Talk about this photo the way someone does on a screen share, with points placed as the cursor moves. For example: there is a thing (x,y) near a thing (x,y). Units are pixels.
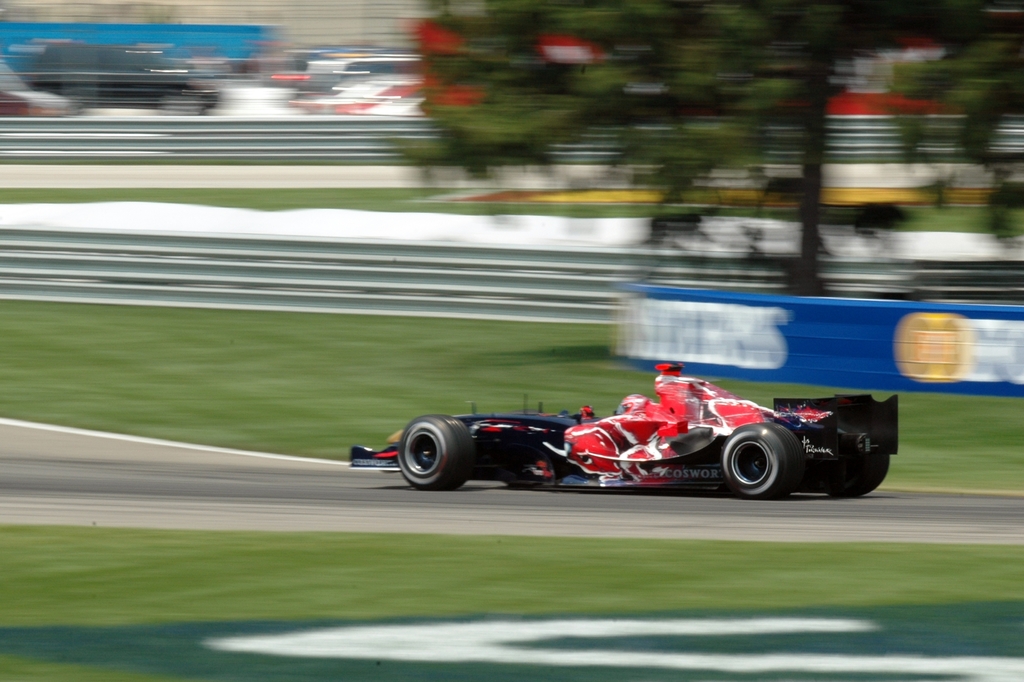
In the center of the image (430,428), we can see a vehicle (549,422) on the road (581,515) and in the background (627,108), there are trees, fences (731,283), boards (771,318) and we can see some vehicles (342,74).
